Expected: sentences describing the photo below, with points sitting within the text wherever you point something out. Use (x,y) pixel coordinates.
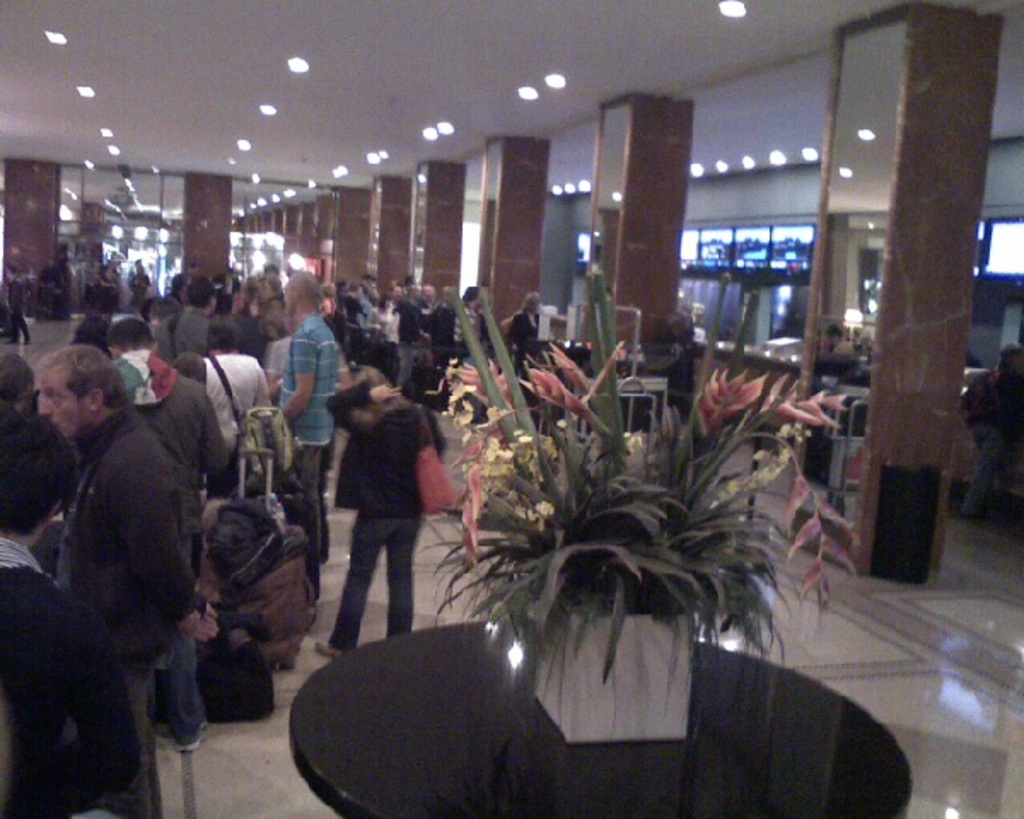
In the foreground (467,604), I can see house plants (535,556) on tables (351,811), bags (274,606) and a crowd (370,502) on the floor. In the background (947,414), I can see pillars (947,414), screens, some objects (565,325) and lights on a rooftop (773,12). This image is taken, maybe in a hall (711,295).
